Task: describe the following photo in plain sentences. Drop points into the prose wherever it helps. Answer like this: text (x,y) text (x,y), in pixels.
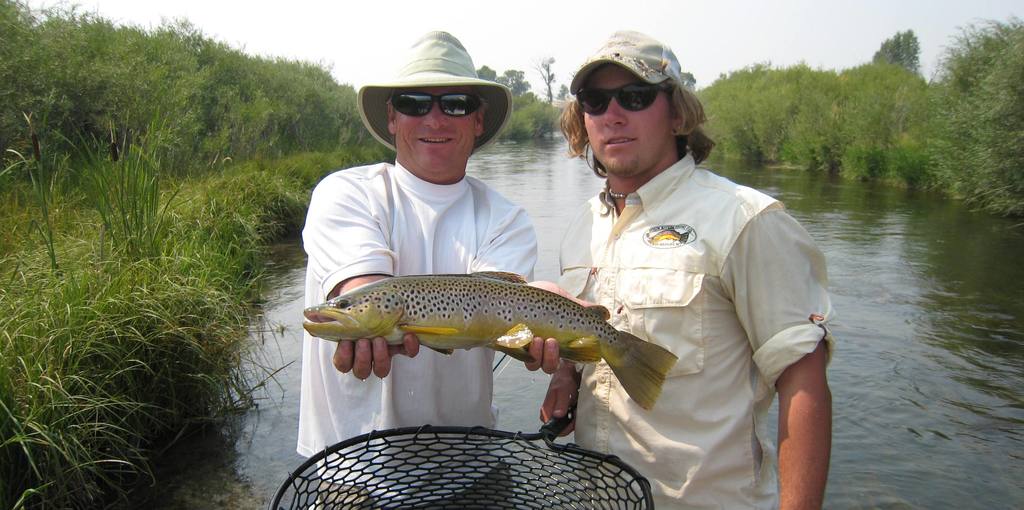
In this picture I can see two persons (306,393) standing. I can see a person (347,441) holding a fish (654,380) and another person (649,246) holding a fish net (550,507). I can see water (899,467), trees (874,102), and in the background (490,62) there is the sky (695,9).
